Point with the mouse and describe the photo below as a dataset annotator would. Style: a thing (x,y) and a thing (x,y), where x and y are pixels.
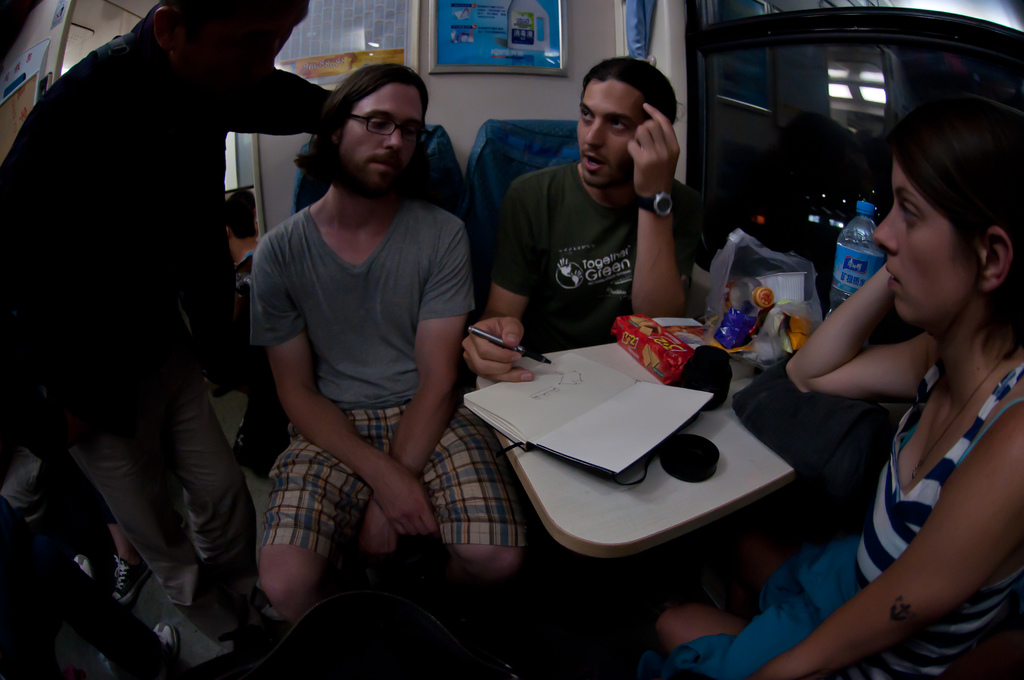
In this picture there is a man (574,321) sitting and talking and he is holding the pen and there are two people (373,348) sitting and there is a man (100,347) standing. In the foreground (590,395) there is a book (607,460) and there are bottles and there are objects (651,332) on the table (730,435). At the back (365,56) there are boards (333,65) on the wall (470,91) and there is text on the boards (460,3). On the left side of the image (16,644) there might be two people (13,529). At the bottom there is a floor (150,608).
